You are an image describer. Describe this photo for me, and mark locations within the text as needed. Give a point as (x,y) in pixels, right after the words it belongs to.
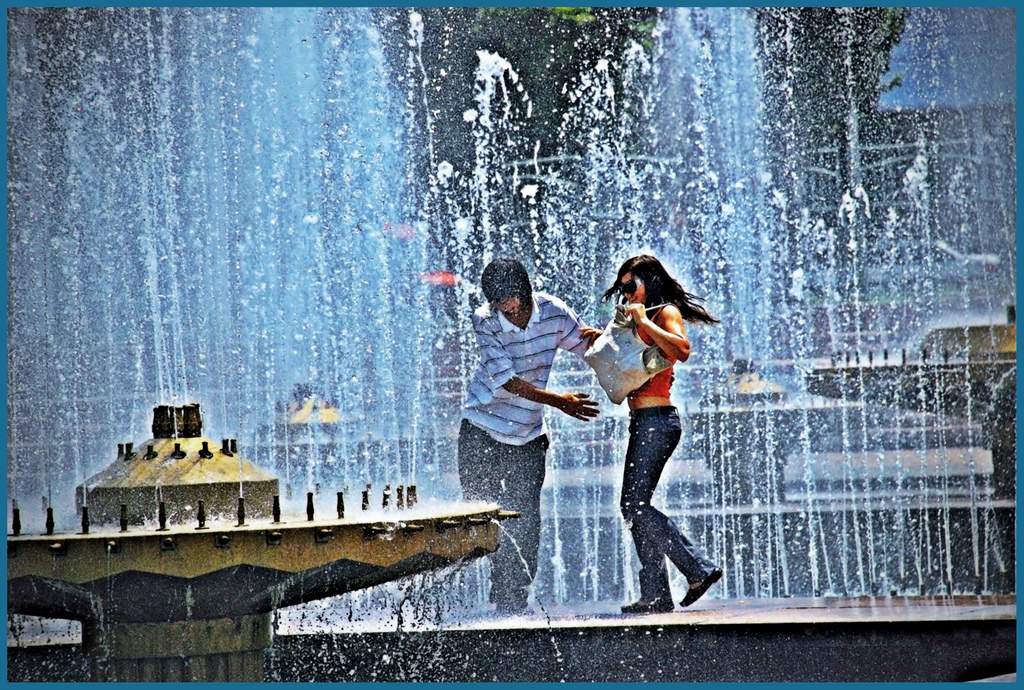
In this image I can see an artificial fountain (181,546) in the left bottom corner (202,584). I can see other fountains (867,353) behind. I can see two people (545,336) standing on the wall (596,617) of the fountain (455,459) one man (555,352) and a woman (653,325). The woman (666,325) is wearing a bag (600,363), the man (542,349) is trying to hold her.
